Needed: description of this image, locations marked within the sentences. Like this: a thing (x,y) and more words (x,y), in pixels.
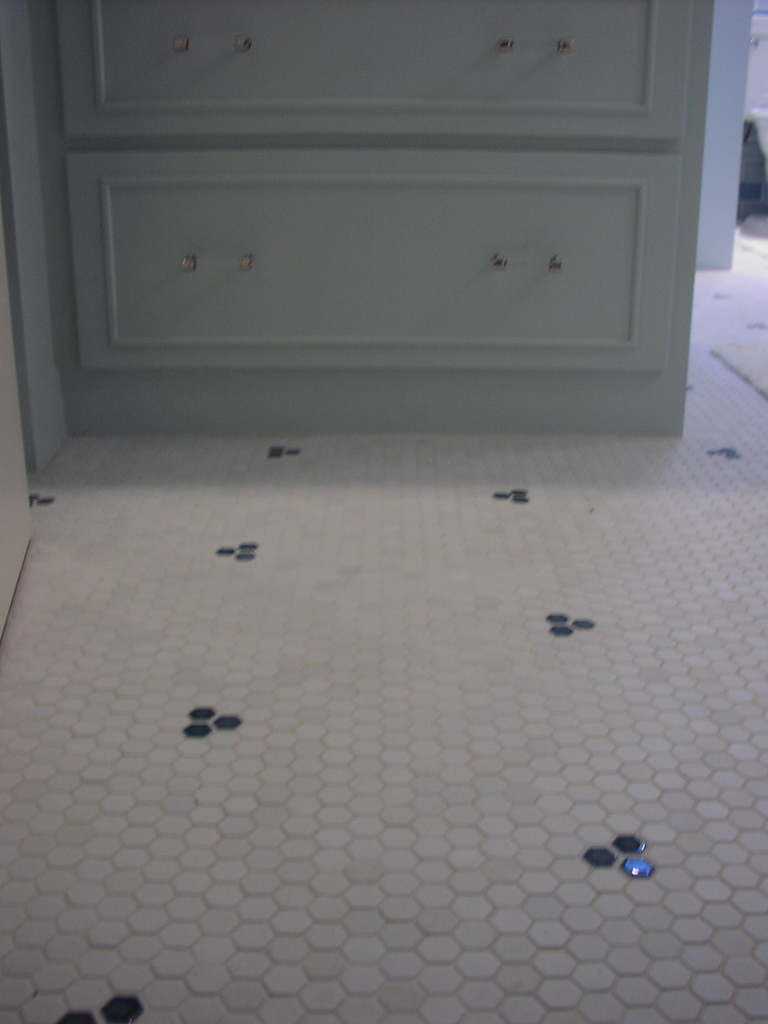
In this image we can see a floor (197,683). On the floor (311,507) there are some designs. In the back (262,209) there is a cupboard (467,272).
